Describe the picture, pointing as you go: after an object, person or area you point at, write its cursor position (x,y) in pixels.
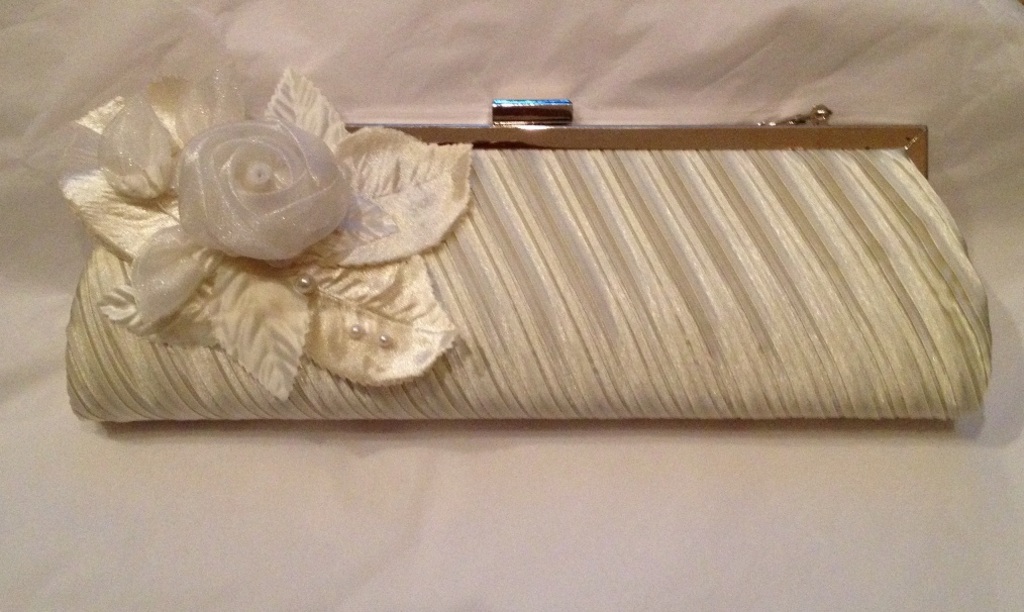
Here we can see wallet (550,151) with flower (278,287) on white surface (278,426).
